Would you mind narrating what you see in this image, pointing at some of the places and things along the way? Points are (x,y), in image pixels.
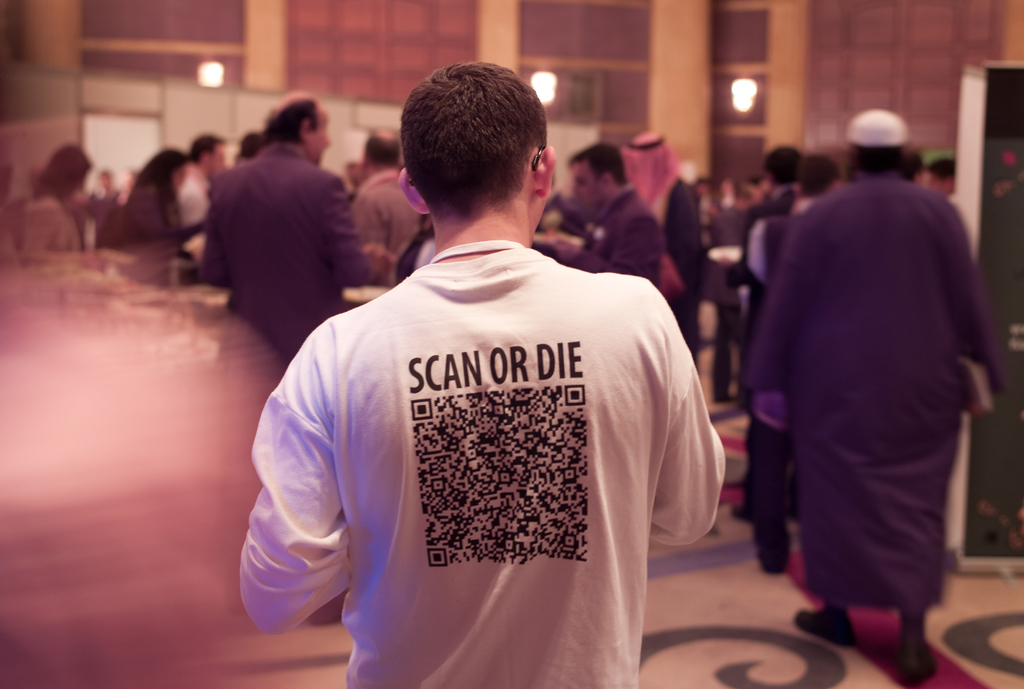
There are groups of people (523,221) standing. Among them few people (672,261) are holding the objects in their hands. In the background (215,113), I can see the lamps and the walls (745,75). This is the floor (720,635).
